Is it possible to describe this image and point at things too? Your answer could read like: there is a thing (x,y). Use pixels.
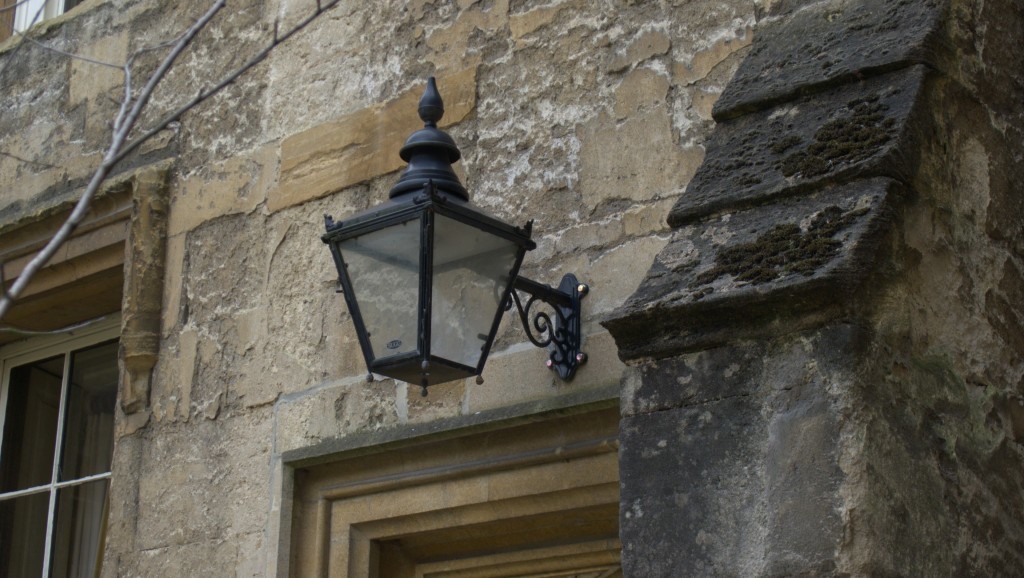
In the picture I can see the lamp (446,173) on the wall (344,214) of the building (485,197). I can see the glass window (92,472) on the bottom left side of the picture (42,432).
